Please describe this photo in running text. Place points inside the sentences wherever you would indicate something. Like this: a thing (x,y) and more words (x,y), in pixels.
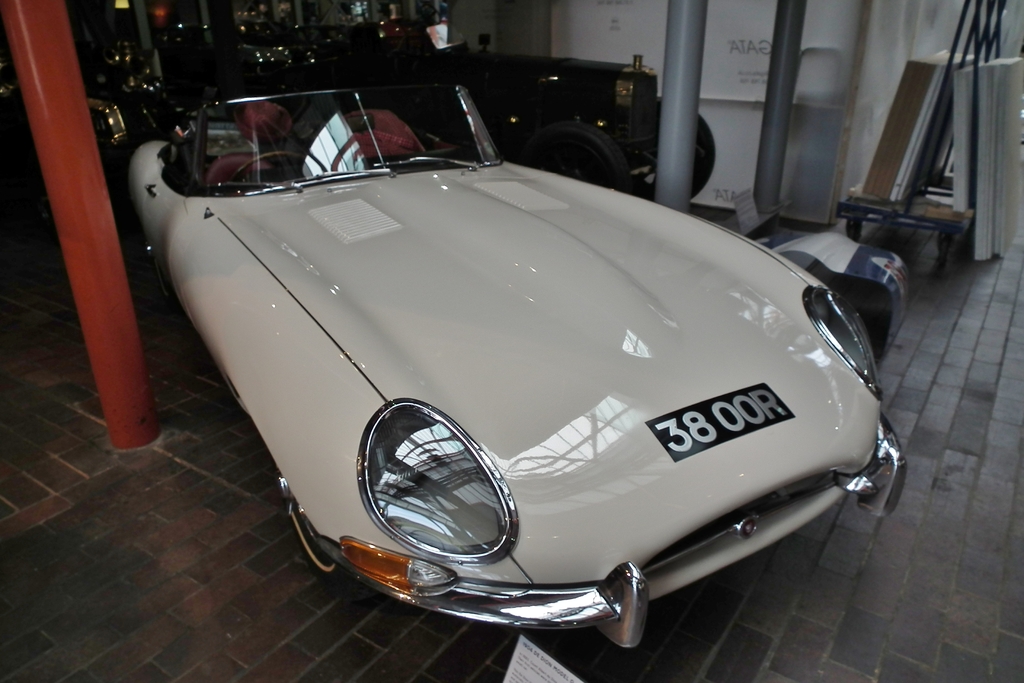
This picture contains a white car (580,314). Behind that, there are vehicles (356,58). There are poles (112,238) which are in red and grey color. On the right side of the picture (1022,85), we see white boards (997,229) and beside that, we see a wall (870,66) in white color. This picture might be clicked in the garage (875,81).
